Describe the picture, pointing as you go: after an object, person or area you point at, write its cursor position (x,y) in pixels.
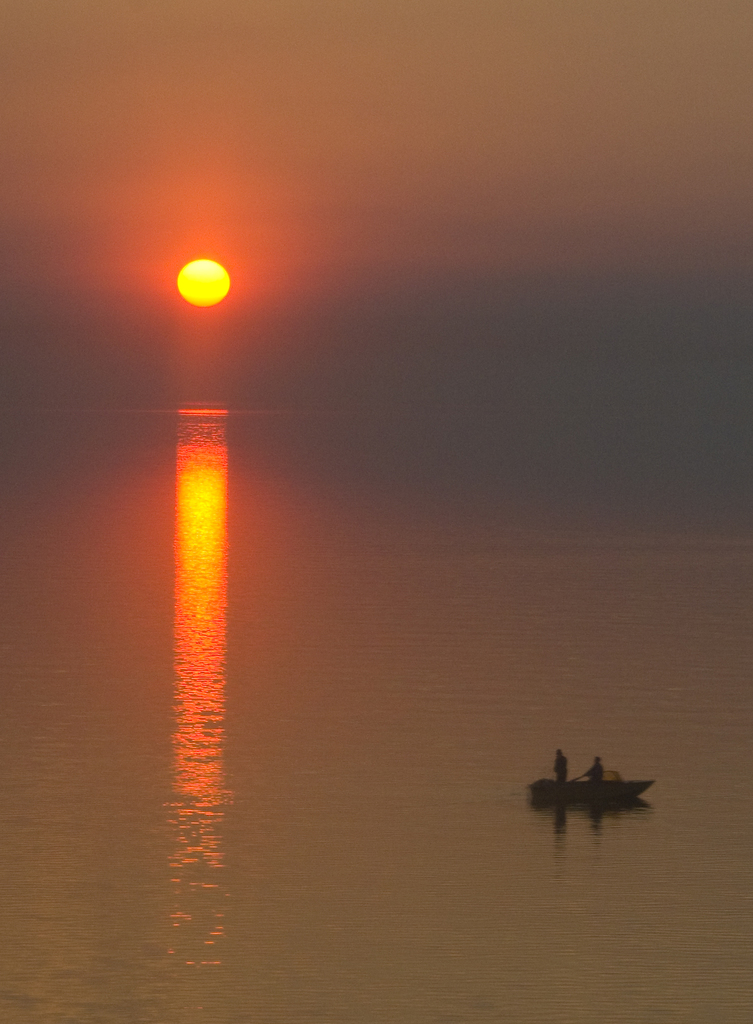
In this image, we can see a boat (573,791) with a few people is sailing on the water (202,560). We can also see the sky (268,261) and the sun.
